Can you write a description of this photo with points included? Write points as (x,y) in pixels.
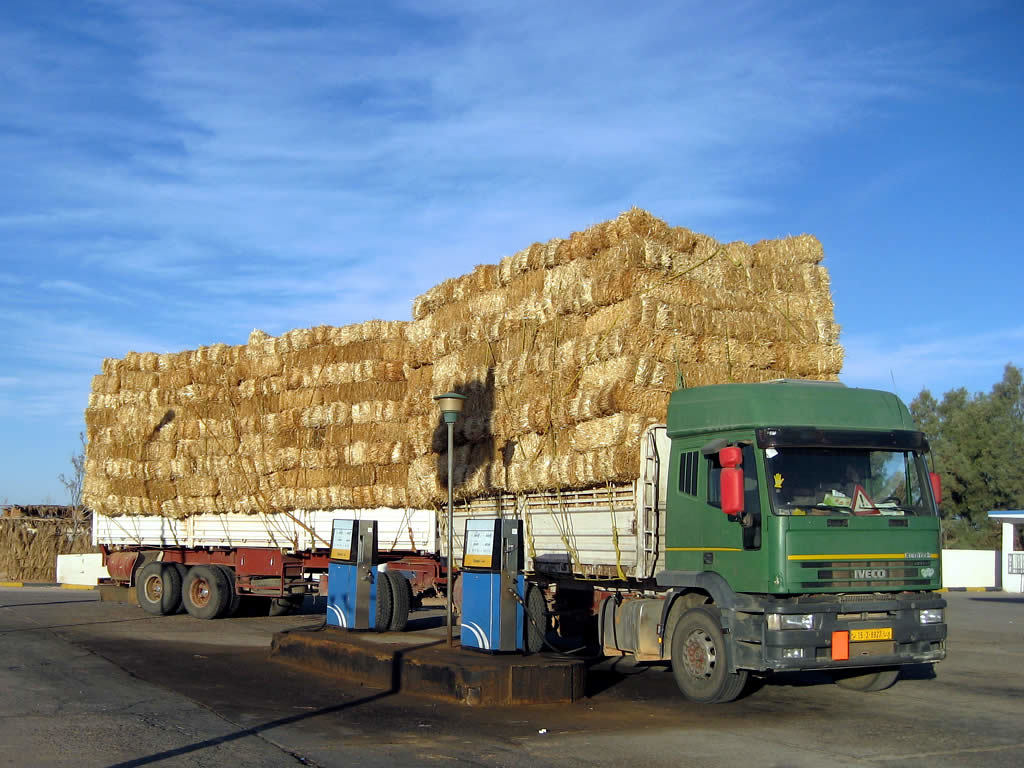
In this picture, we see a semi trailer truck (636,496) containing the objects (270,428) which look like the hay bales (574,404). This truck (604,543) is in white, brown and green color. Beside that, we see a petrol station fuel pump (512,583). On the right side (970,551), we see a white wall (981,552). There are trees (964,449) in the background (954,463). At the bottom (290,745), we see the road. At the top (182,252), we see the sky (72,293), which is blue in color.
